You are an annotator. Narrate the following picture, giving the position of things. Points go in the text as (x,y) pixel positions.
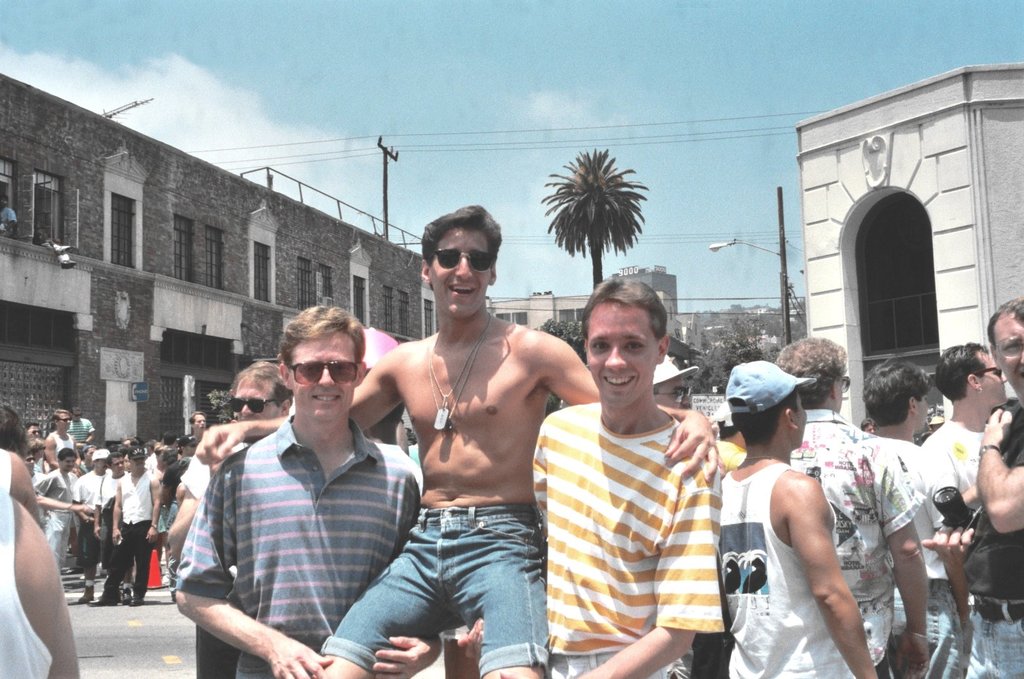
On the left side (287,420), there are two persons (663,345), smiling and holding a person (528,490) who is in a short (480,540). Beside them, there is a person (39,608). On the right side (966,547), there are persons (775,542), one of them is holding a camera (946,501). In the background (66,478), there are persons (127,466) on the road (98,597), there are buildings (39,310), poles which are having electric lines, there are trees (753,330) and there are clouds (117,79) in the sky (256,90).
